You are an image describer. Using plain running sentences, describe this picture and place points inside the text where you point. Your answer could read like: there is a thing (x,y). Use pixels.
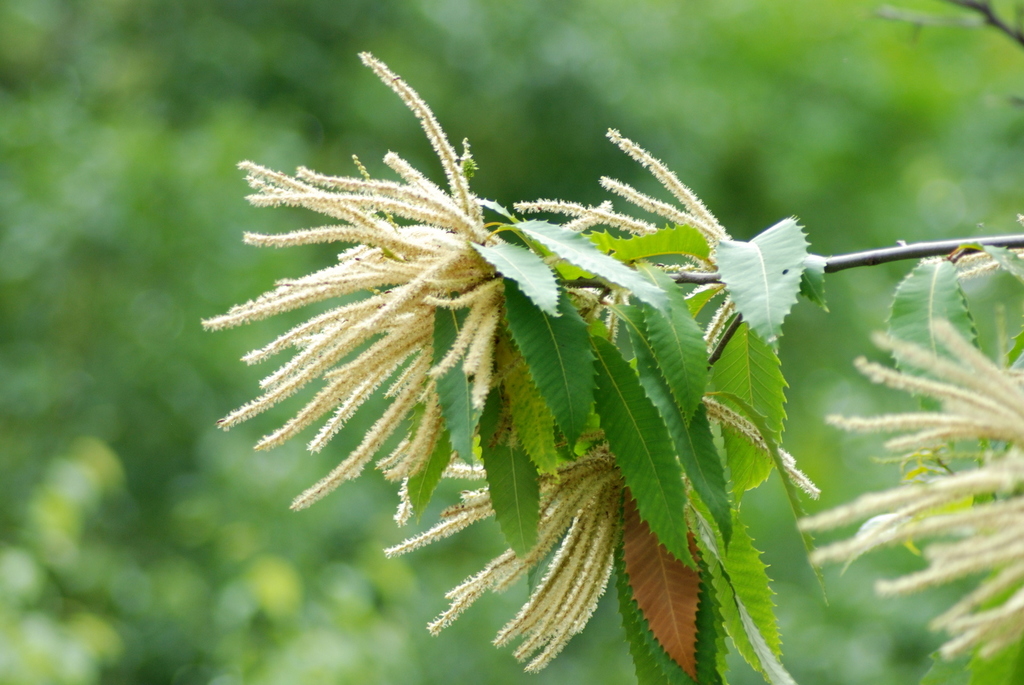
In this picture, we see the tree (687,278) and we see something in white color. It might be the flowers (348,322). In the background (630,112), it is green in color. This picture is blurred in the background (80,257).
